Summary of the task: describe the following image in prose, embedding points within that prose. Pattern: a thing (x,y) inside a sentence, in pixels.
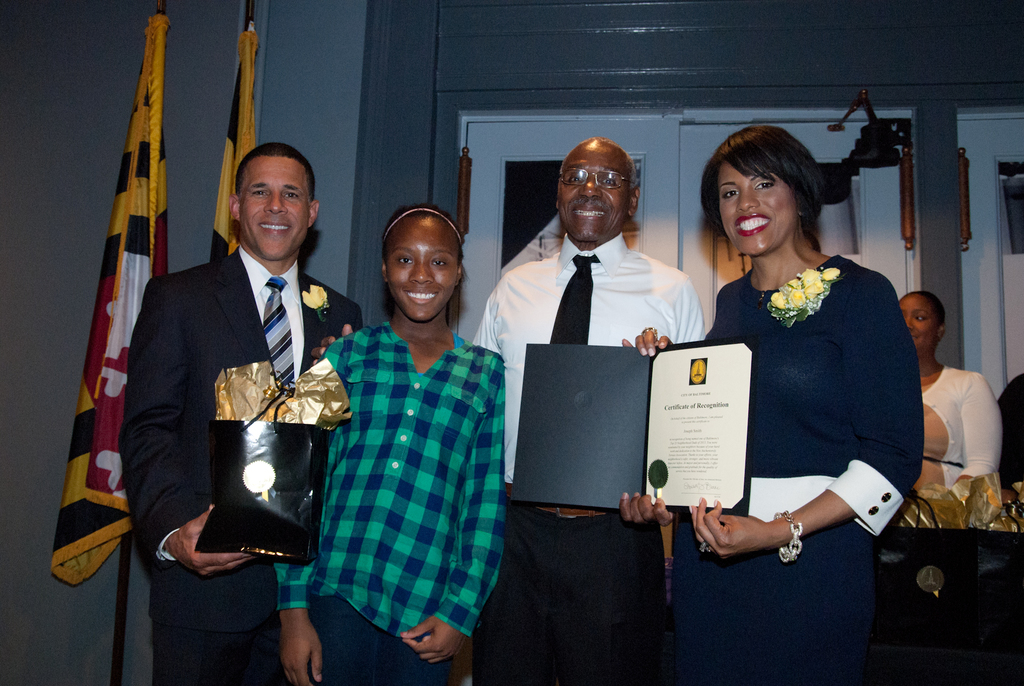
As we can see in the image there is a wall (655,103), doors (723,131), flags (139,140), table (887,657) and few people (726,519) standing. The woman (894,372) standing on the right side (844,468) is holding a file (633,416).
